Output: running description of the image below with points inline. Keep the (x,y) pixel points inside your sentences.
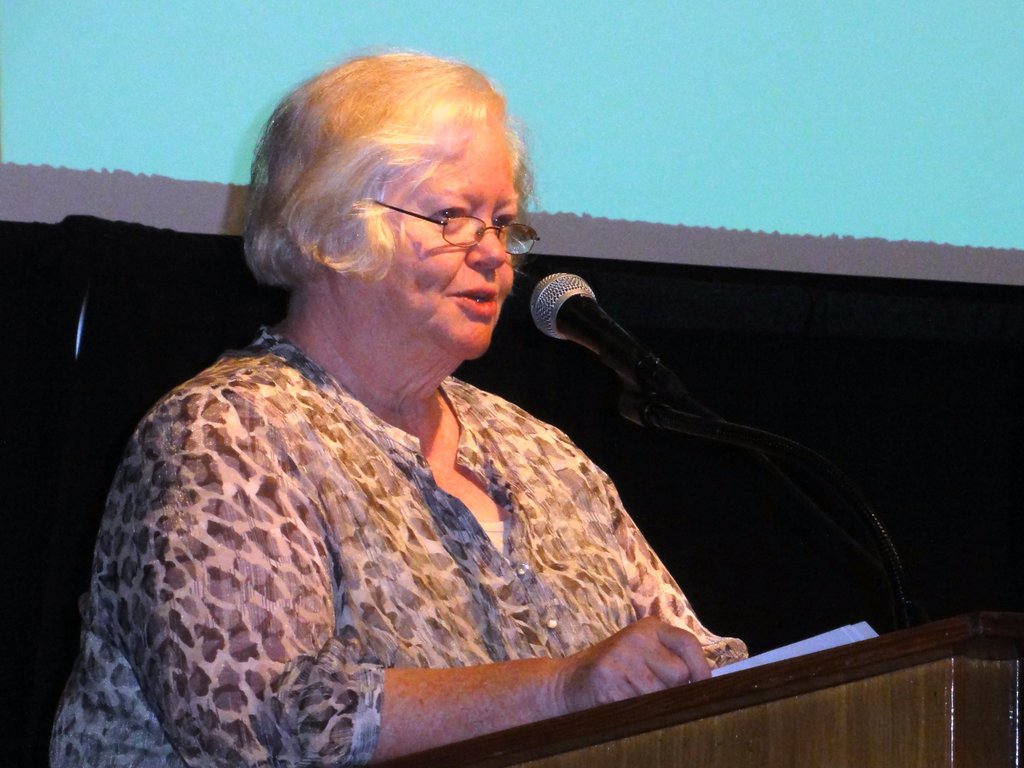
In this image we can see a woman (454,325) wearing the glasses (466,234) and holding the papers (827,634) and standing in front of the podium (966,690). We can also see the mike (538,325). In the background (234,123), we can see the display screen (719,117) and also the black color curtain (825,361).
